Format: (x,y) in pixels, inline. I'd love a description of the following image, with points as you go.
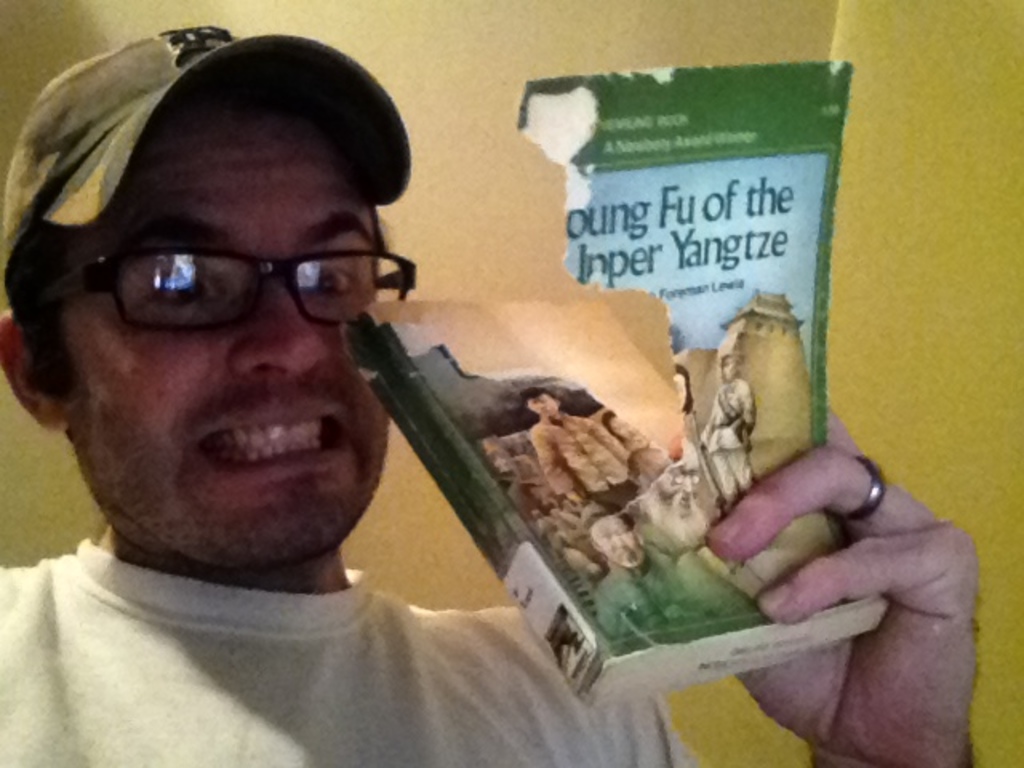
In this image there is one person (233,428) and he is holding a book (671,455) which is torn, and in the background (698,45) there is wall (20,25).
